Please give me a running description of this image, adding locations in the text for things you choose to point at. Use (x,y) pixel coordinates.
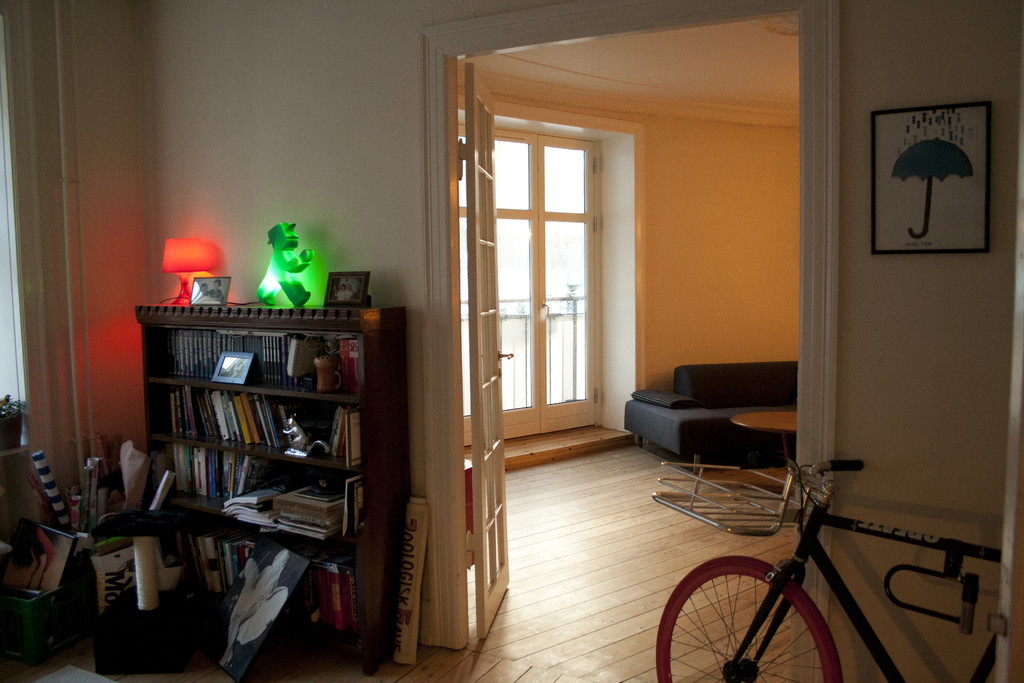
In this picture there is a book shelf (192,382) in which some books (229,406) were placed and there are some lamps (194,248) placed on the shelf (296,316). There are some accessories (150,541) in front of the shelf (295,635). We can observe a bicycle (755,626), sofa (702,449) and a wall (683,268) in the background (712,232).
